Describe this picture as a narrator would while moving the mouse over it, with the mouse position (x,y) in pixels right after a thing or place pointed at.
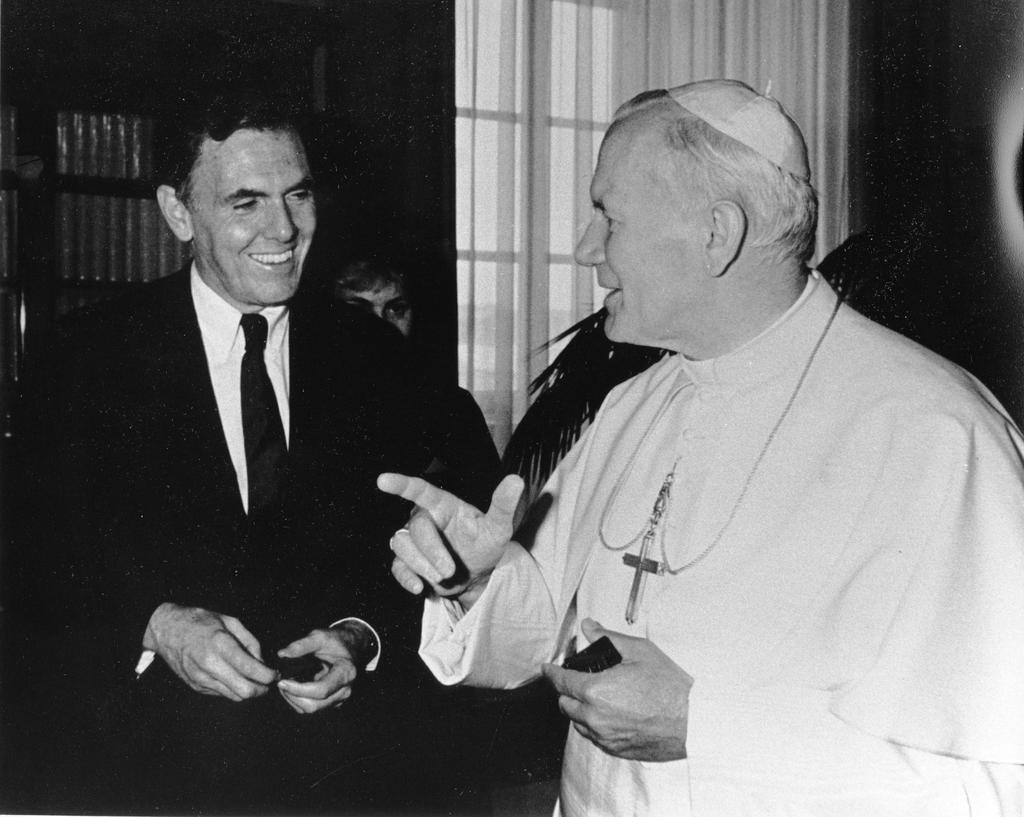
As we can see the image is black and white picture where in front (290,441) there are two men (619,561) standing. The man (304,460) on the left side (294,566) is wearing a formal suit (205,420) on the other side the man (786,516) over here is wearing a long dress (729,687) and there is a cross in his neck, he is wearing a small head cap (738,104). They both are looking at each other.
